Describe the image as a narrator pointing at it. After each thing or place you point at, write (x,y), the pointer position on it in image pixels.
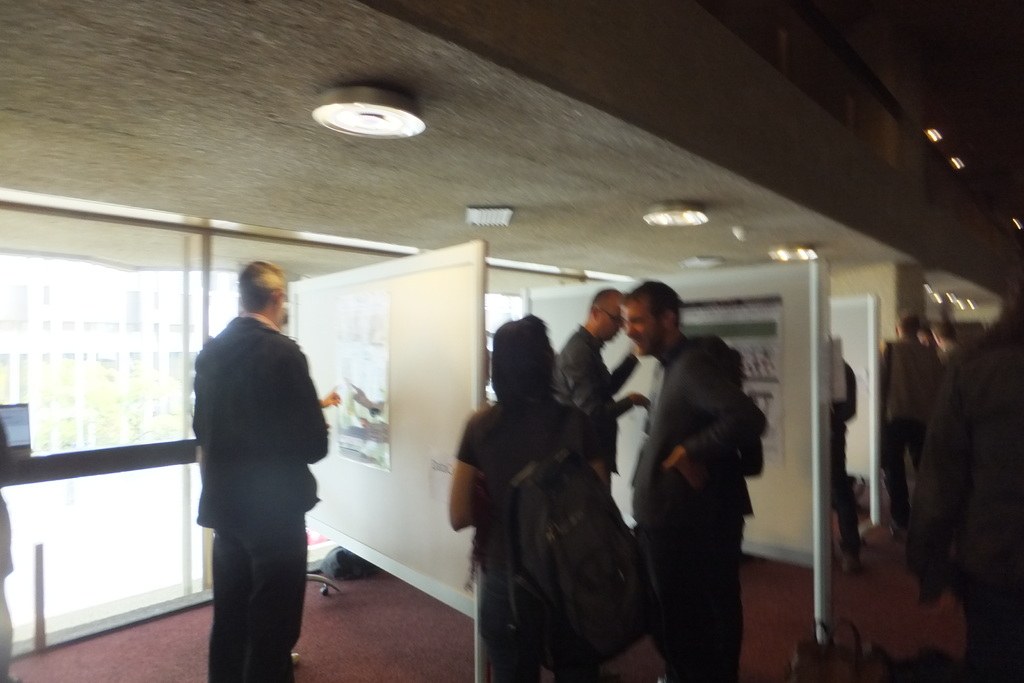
In this image, we can see a group of people (576,361) standing and wearing clothes (284,434). There is a person (453,480) at the bottom of the image (507,558) wearing a bag (557,532).
